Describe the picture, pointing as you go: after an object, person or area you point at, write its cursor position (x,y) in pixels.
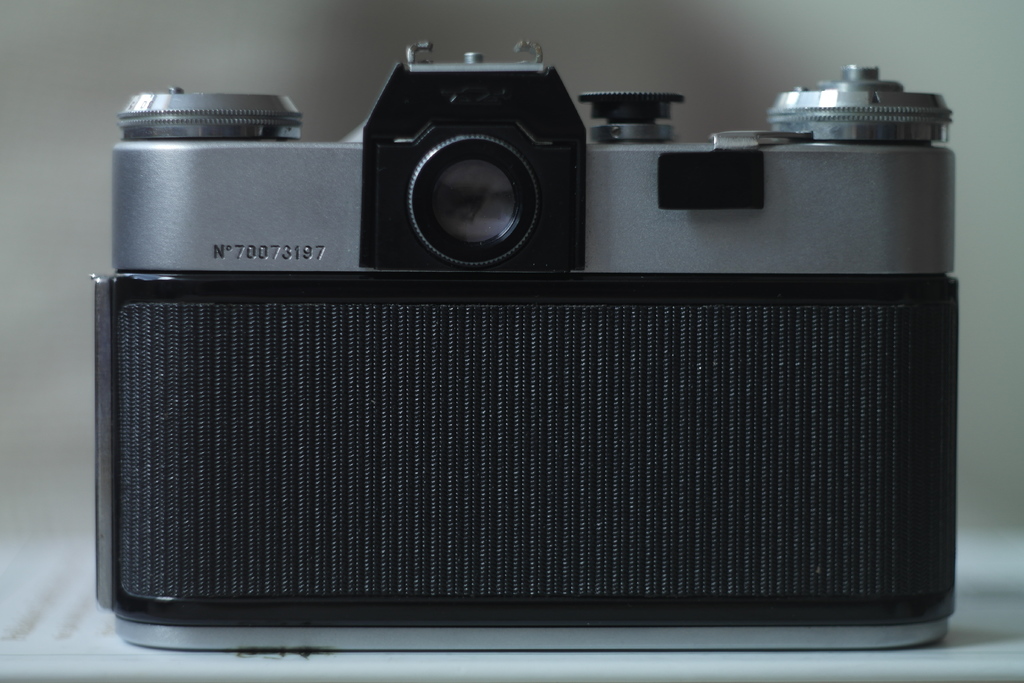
In this image in the center (473,238) there is one camera (667,365) and in the background (86,84) it looks like a curtain (505,53), at the bottom (625,659) it might be a table (109,669).
